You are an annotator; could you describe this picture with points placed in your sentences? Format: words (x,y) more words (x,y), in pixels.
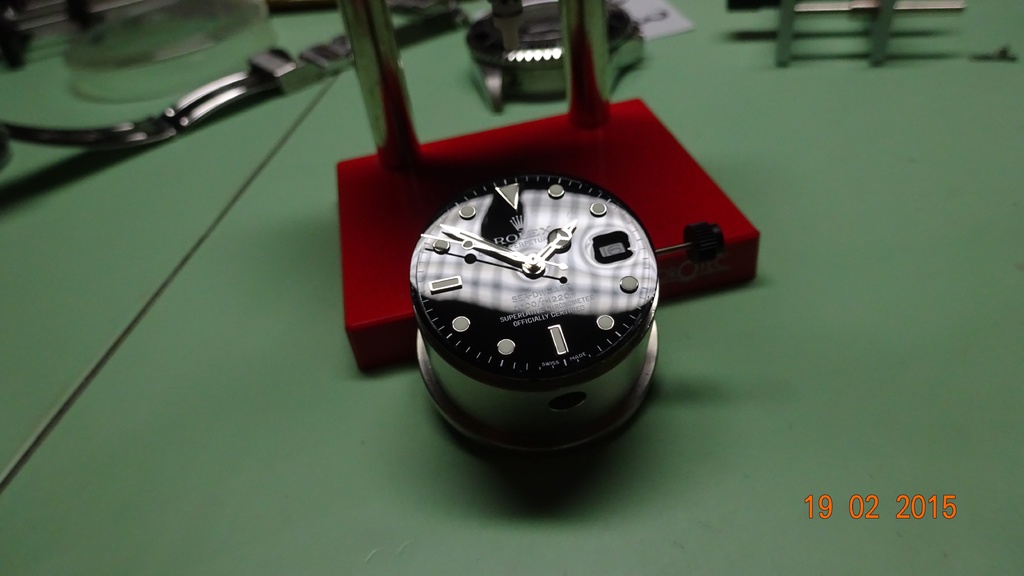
Here in this picture we can see a watch dial (516,330) present on the table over there and we can also see other equipments (492,144) like the straps (279,71) of watch (495,62) and shell (479,47) of the watch (526,31) and glass (170,31) and other things (887,18) present on it over there.
